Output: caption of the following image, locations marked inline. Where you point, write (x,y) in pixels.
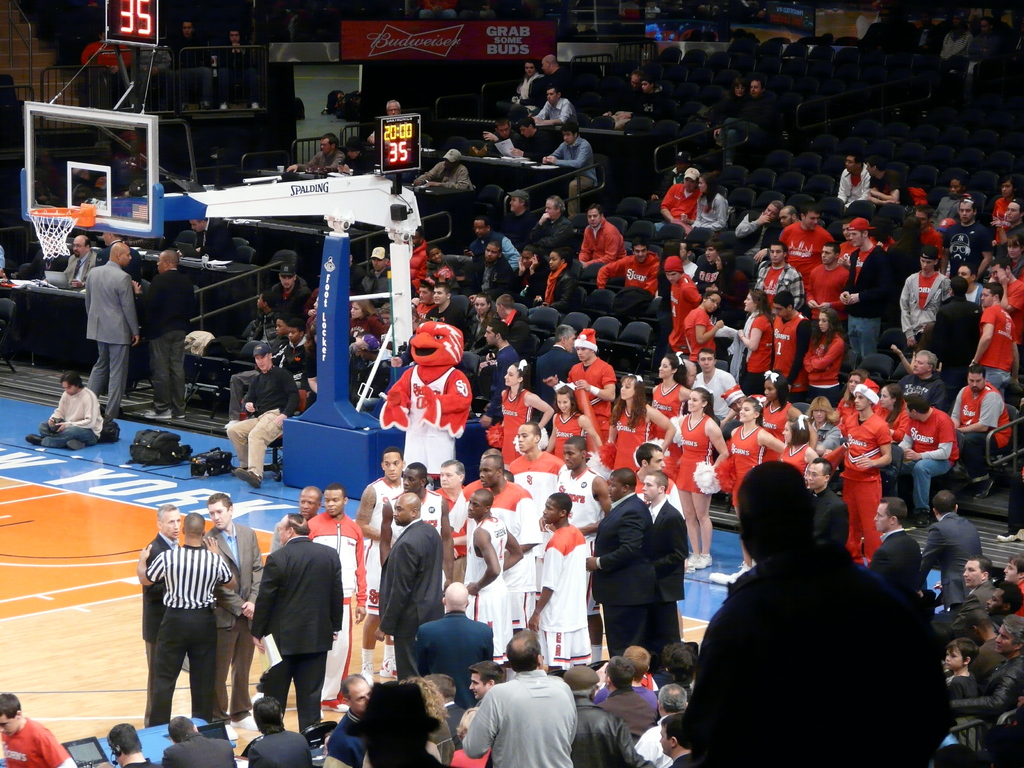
There is a basketball court (43,539) on the left side of this image (48,558) and there are some persons (531,510) standing and there are some persons (802,323) sitting on the chairs (802,187) as we can see on the right side of this image (831,212).
